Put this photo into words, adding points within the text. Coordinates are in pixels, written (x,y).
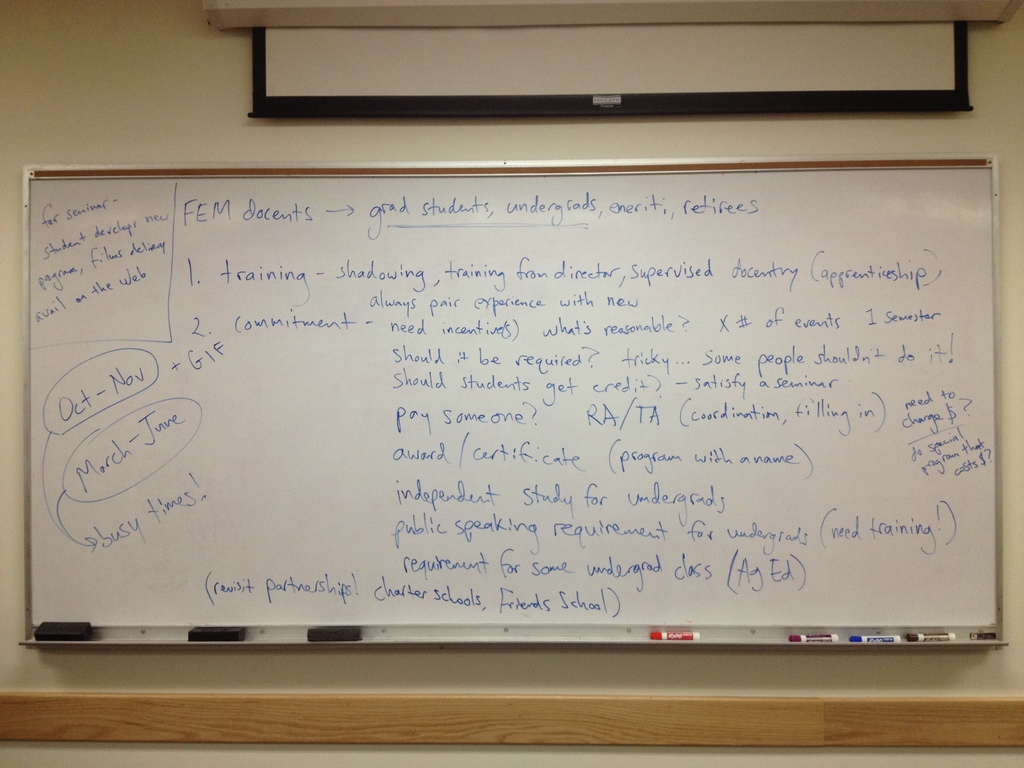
In this image I can see a white colour board (228,400), a projector's screen (260,44), few dusters (218,638), few markers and on this board (501,357) I can see something is written.
